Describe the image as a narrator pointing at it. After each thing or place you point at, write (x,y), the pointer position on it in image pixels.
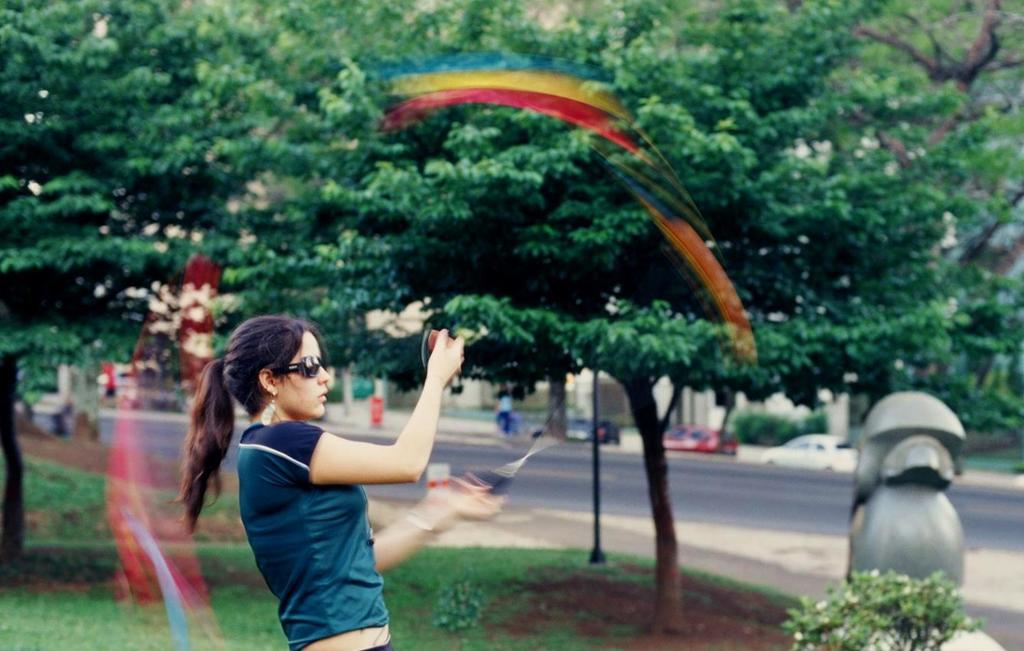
In this image we can see a person (395,461). In the background of the image (398,274) there are trees (792,240), plants (884,581), grass (630,565), pole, vehicles (612,436), people (505,416), road (831,481) and other objects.
